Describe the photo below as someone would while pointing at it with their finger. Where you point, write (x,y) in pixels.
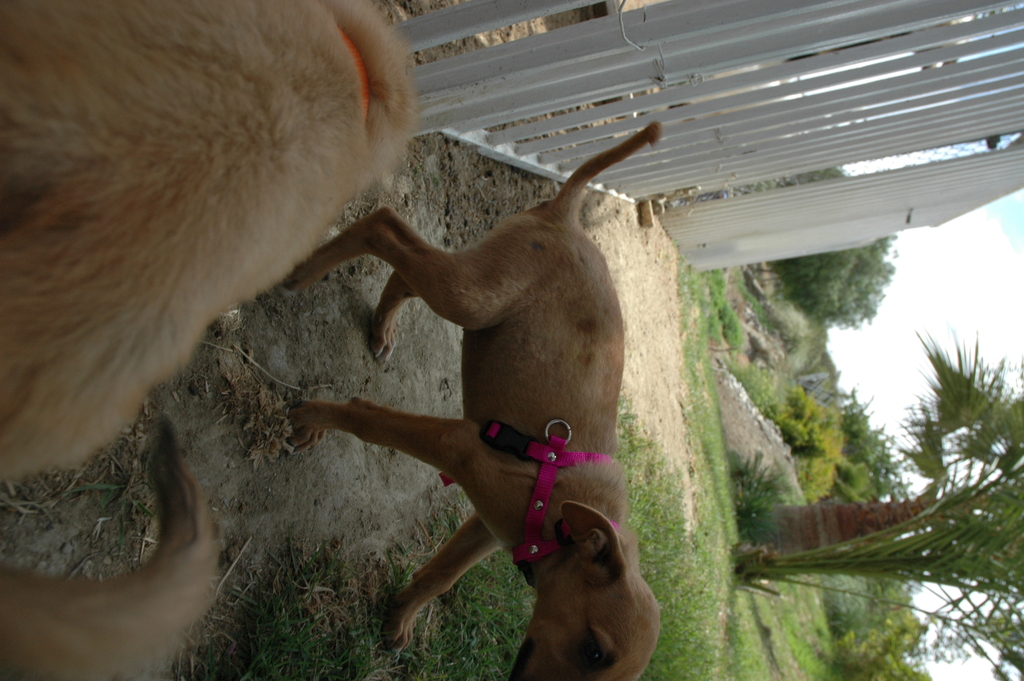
In this image we can see the dogs (438,465) with the belts (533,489). We can also see the fence (595,65), and, trees (847,458), plants (744,495) and also the grass (731,605). We can also see the sky (1006,211) with the clouds (948,294).
